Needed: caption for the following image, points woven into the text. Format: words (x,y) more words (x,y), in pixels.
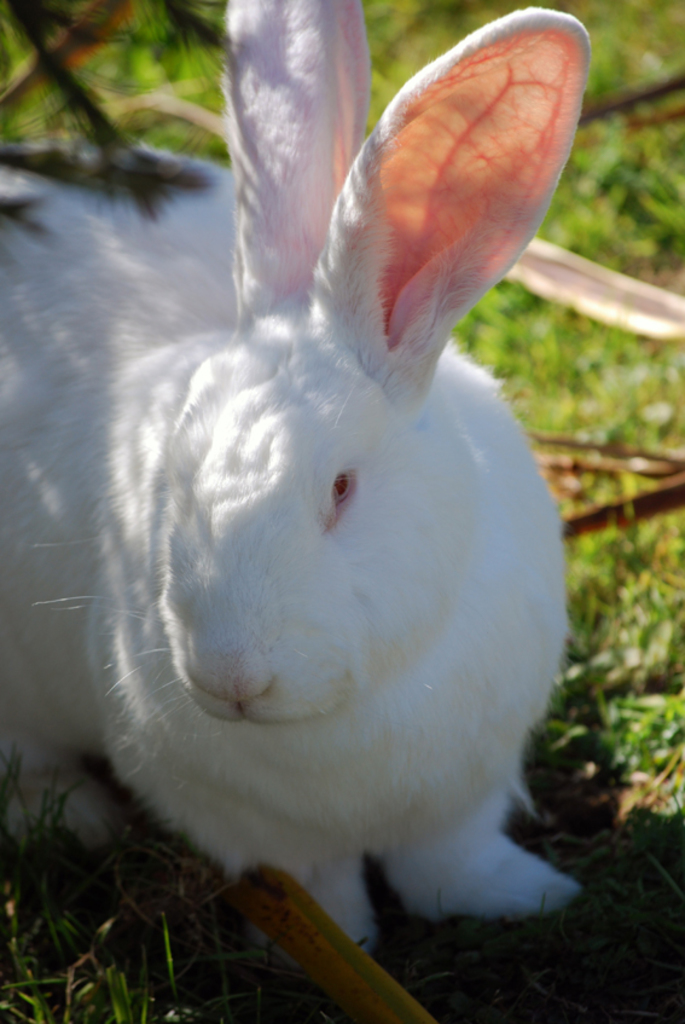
In the picture we can see a rabbit (407,613) on the grass surface (636,739).
